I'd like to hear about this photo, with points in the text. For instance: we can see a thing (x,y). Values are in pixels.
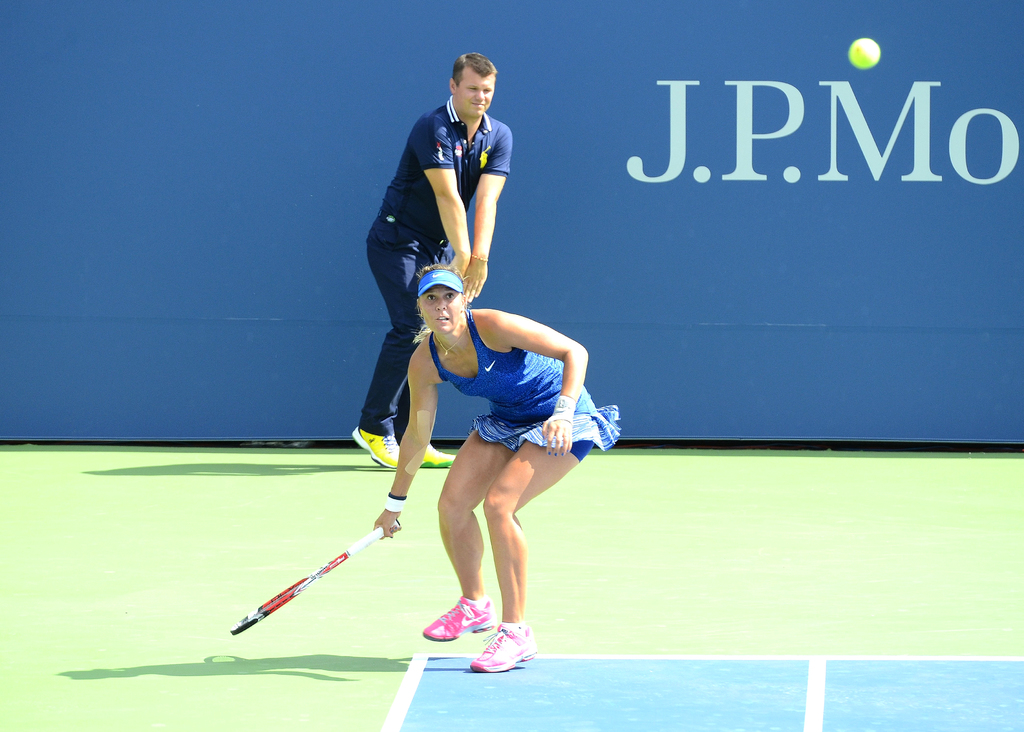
a person (523,421) is wearing a blue dress (526,402) and playing tennis, holding a racket (299,587) in her hand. she is wearing pink shoes (471,608). behind her there is another person (385,241) standing wearing blue dress (389,298) and yellow shoes (378,443). at the back (341,106) there is a blue background (297,223) on which j. p. mo is written. the floor (562,553) is green and blue in color.
